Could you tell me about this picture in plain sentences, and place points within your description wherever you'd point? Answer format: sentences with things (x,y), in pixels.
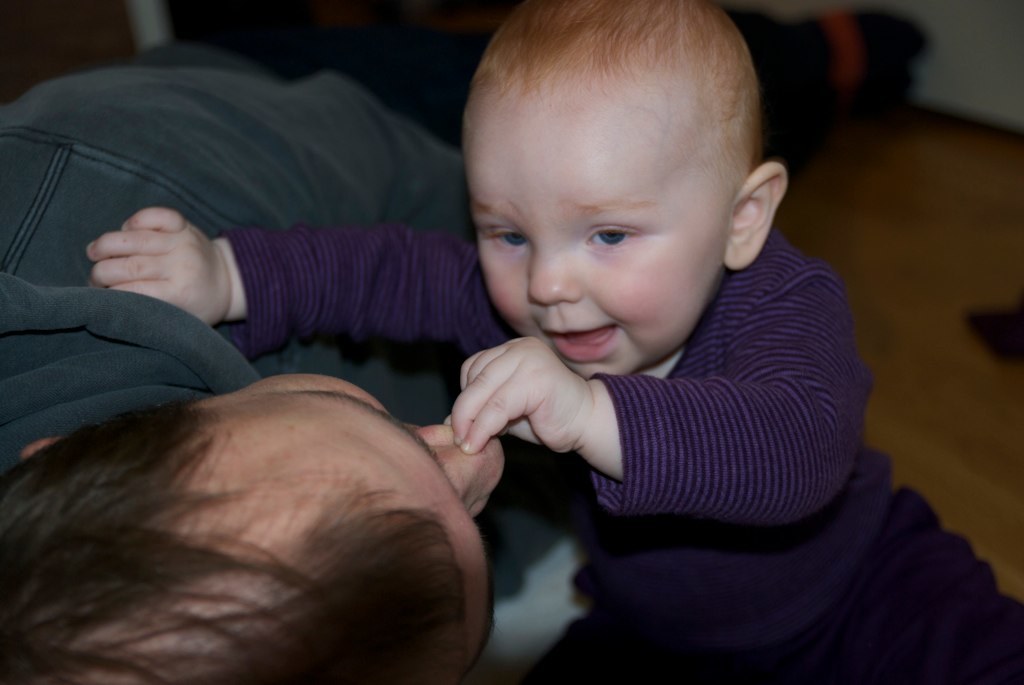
In this picture I can observe a baby (548,375) and person (310,375). The background (287,1) is blurred.
